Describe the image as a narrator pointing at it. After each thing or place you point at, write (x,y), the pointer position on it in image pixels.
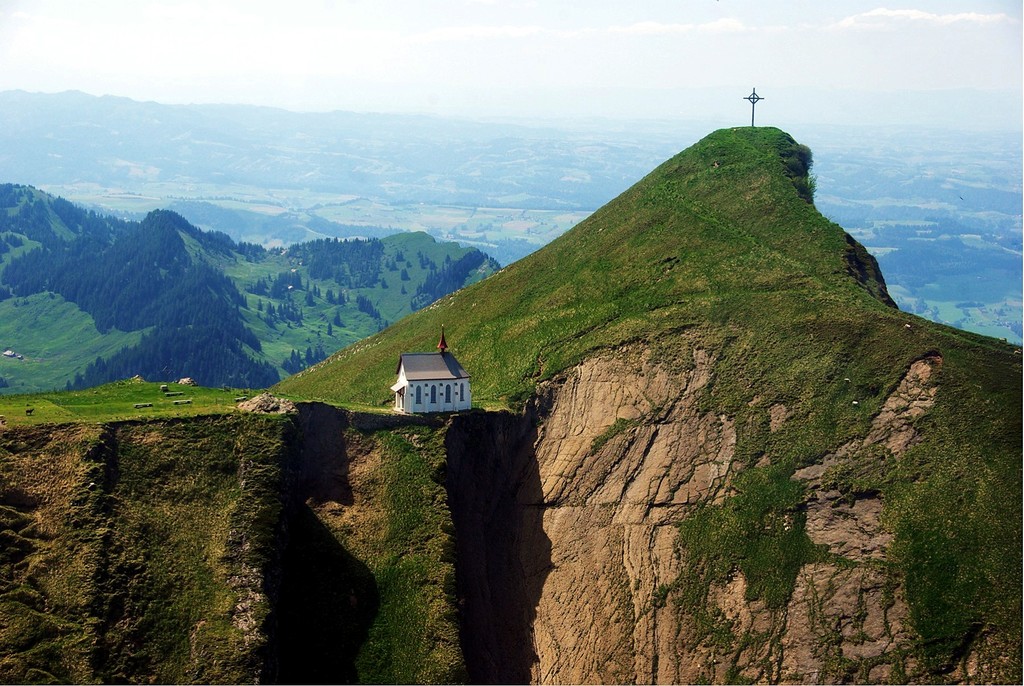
In the image in the center (418,389) we can see one house (418,389), wall (406,380) and roof (435,369). In the background (456,72) we can see sky (903,59), clouds (880,20), mountain (650,200), cross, trees (145,270), plants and grass (503,328).
